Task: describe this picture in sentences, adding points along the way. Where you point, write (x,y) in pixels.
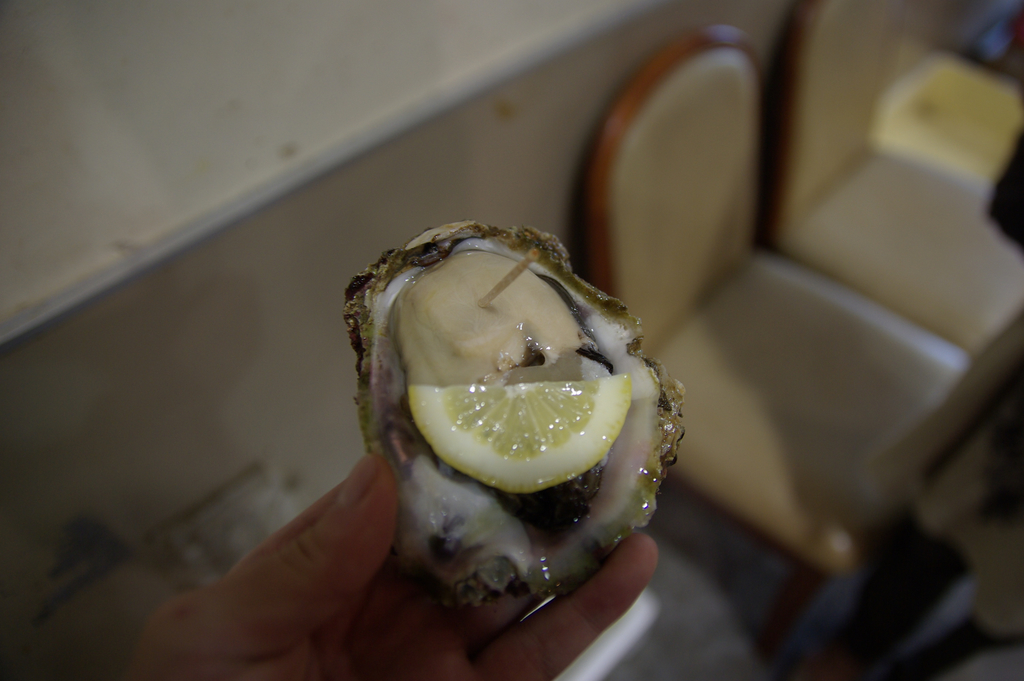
In this image, I can see a person's hand (407,648) holding a food item (406,540). These are the chairs (812,354). This is the wall (357,67).
